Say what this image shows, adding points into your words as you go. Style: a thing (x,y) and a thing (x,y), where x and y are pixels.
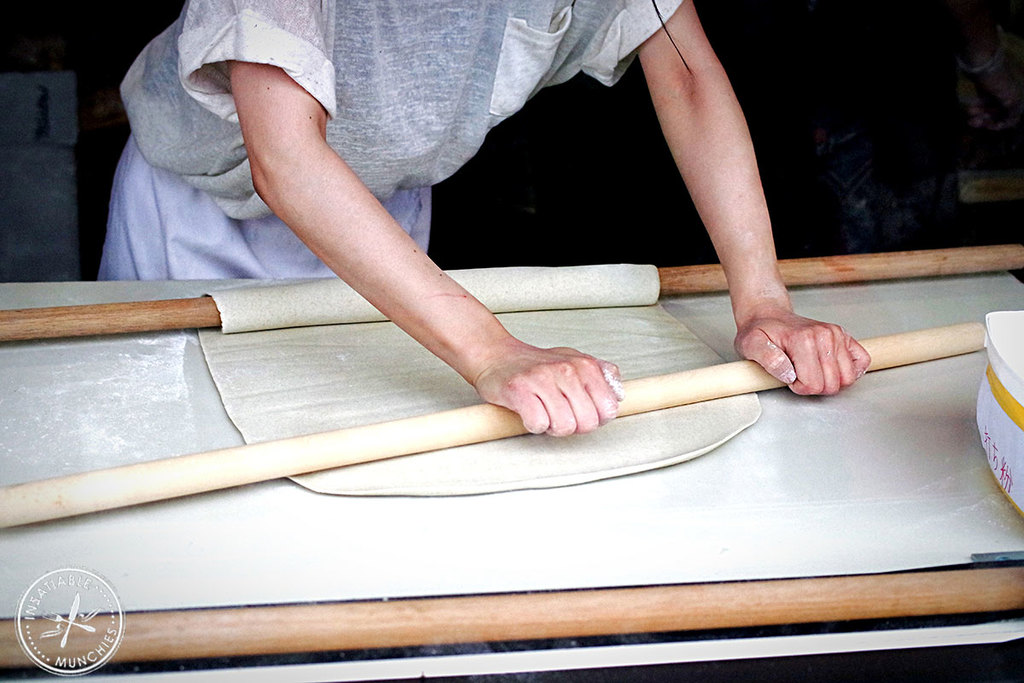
In this image we can see a man (200,32) is standing, in front (85,454) there is a table (316,549), a person (220,83) is holding a dough (341,373) with a rolling pin (169,480).
